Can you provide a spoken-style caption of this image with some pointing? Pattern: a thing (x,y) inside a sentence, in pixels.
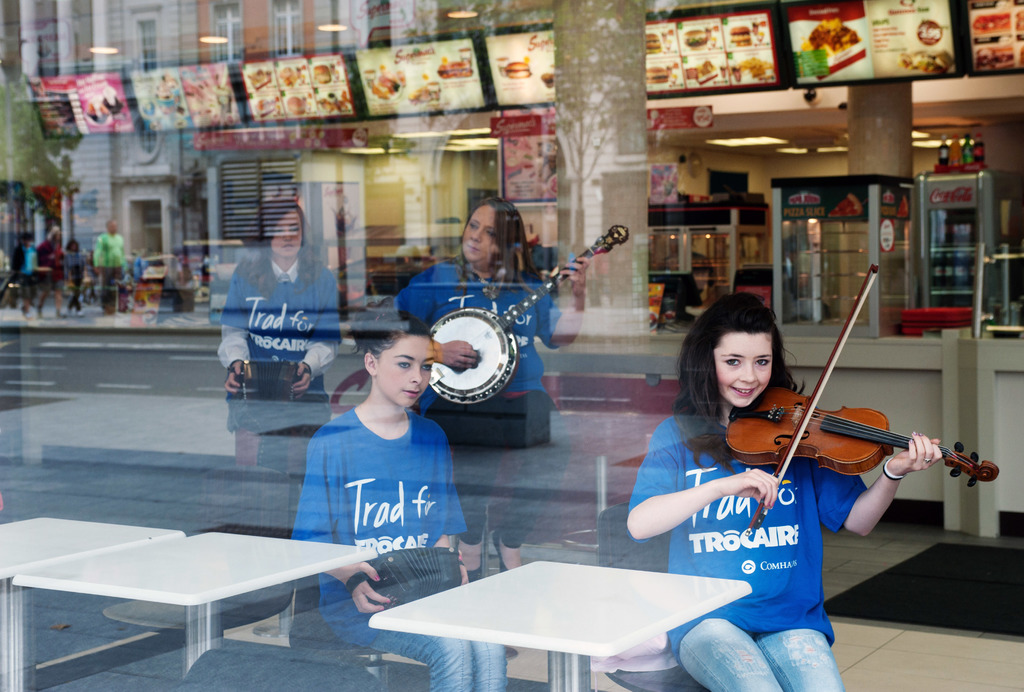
In the image we can see there are woman (275,254) who are sitting and playing a musical instrument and at the back (561,259) there are buildings (135,99) and shops (709,176) and people (58,283) are standing on the footpath (66,314).
